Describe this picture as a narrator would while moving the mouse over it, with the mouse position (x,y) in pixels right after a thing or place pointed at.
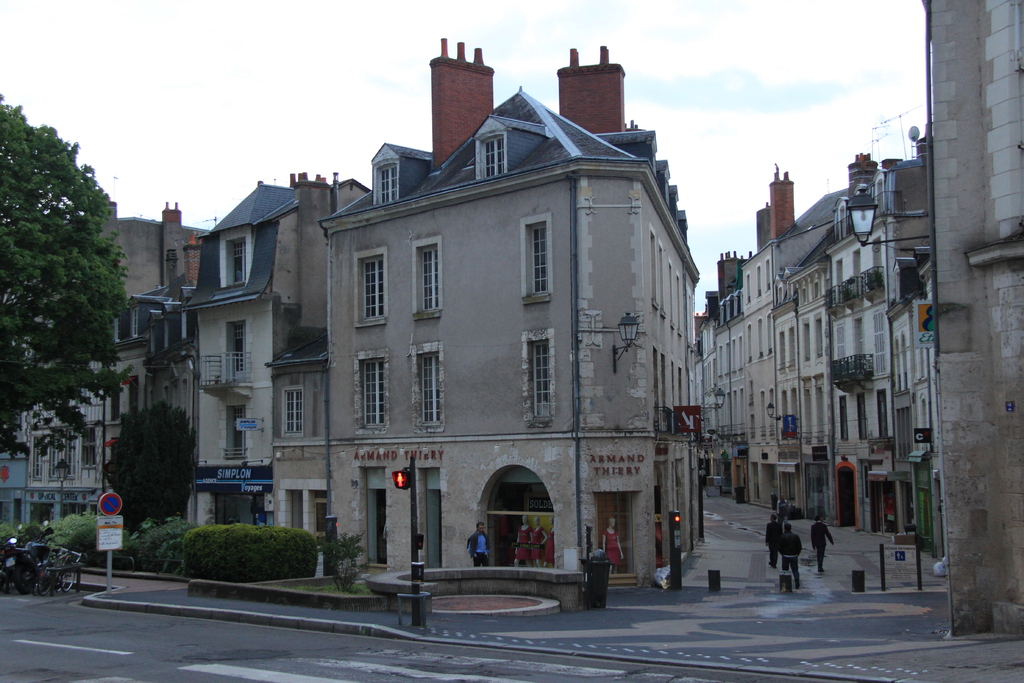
In this picture we can see group of people (816,532), few (773,562) are walking, beside to them we can find buildings (762,358) and lights (854,204), on the left side of the image (35,299) we can see trees (14,384), few vehicles (68,562), sign boards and poles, and also we can find few mannequins (540,539) in the building (565,499).
